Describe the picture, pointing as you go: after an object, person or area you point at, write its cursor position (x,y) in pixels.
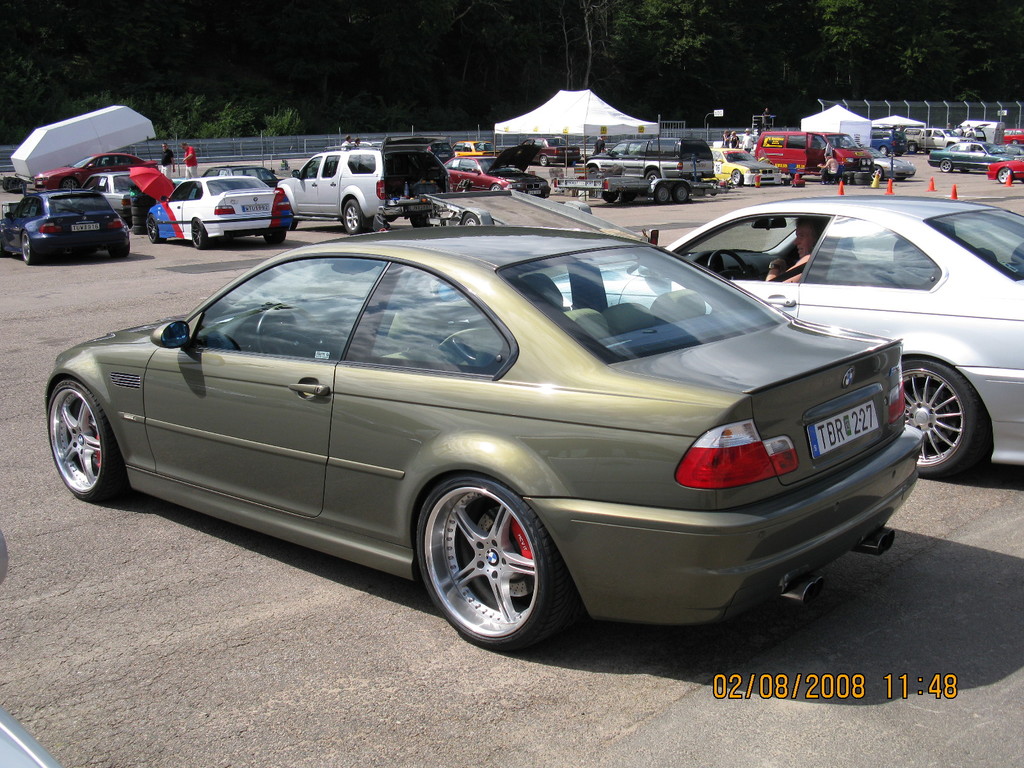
Completely an outdoor picture. There are number of vehicles (544,481) in a parking area (879,192). Far there is a white tent (591,122). There are number of trees (585,27). Few people (185,164) are standing. There is a red umbrella (169,179). Front this 2 cars (479,323) are highlighted.
